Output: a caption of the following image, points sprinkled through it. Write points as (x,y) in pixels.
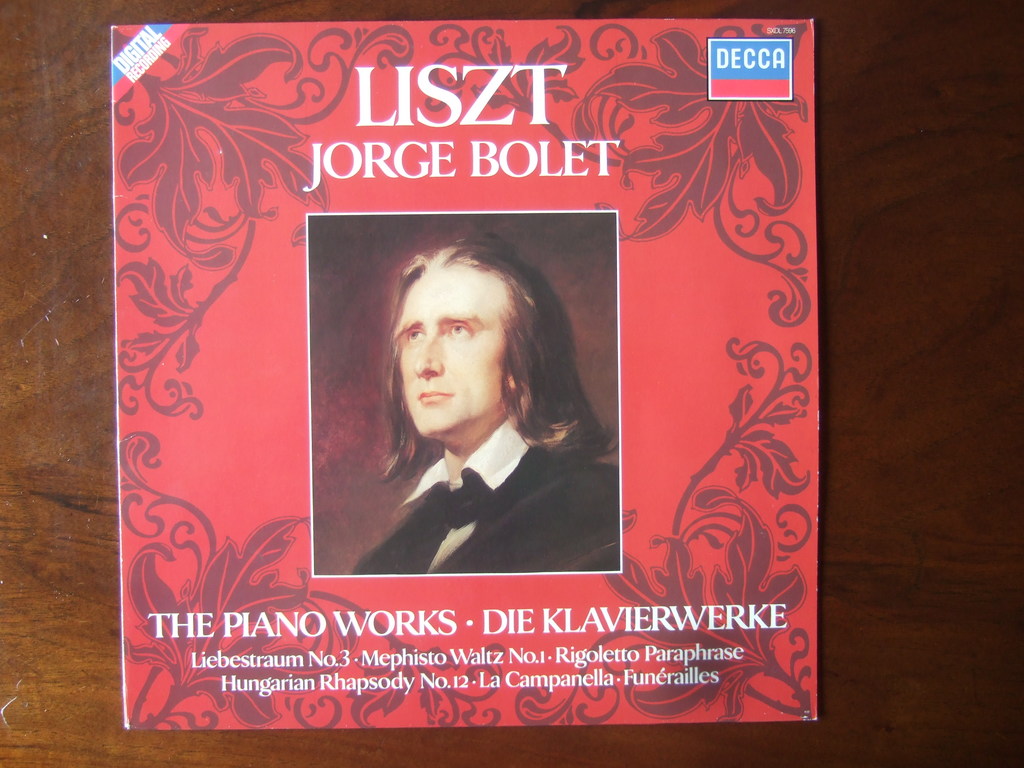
In this image we can see poster (284,254) on a wooden surface (867,484). On the poster (446,362) there is an image of a person (445,357). Also there is text (435,615) on the poster (258,665).
